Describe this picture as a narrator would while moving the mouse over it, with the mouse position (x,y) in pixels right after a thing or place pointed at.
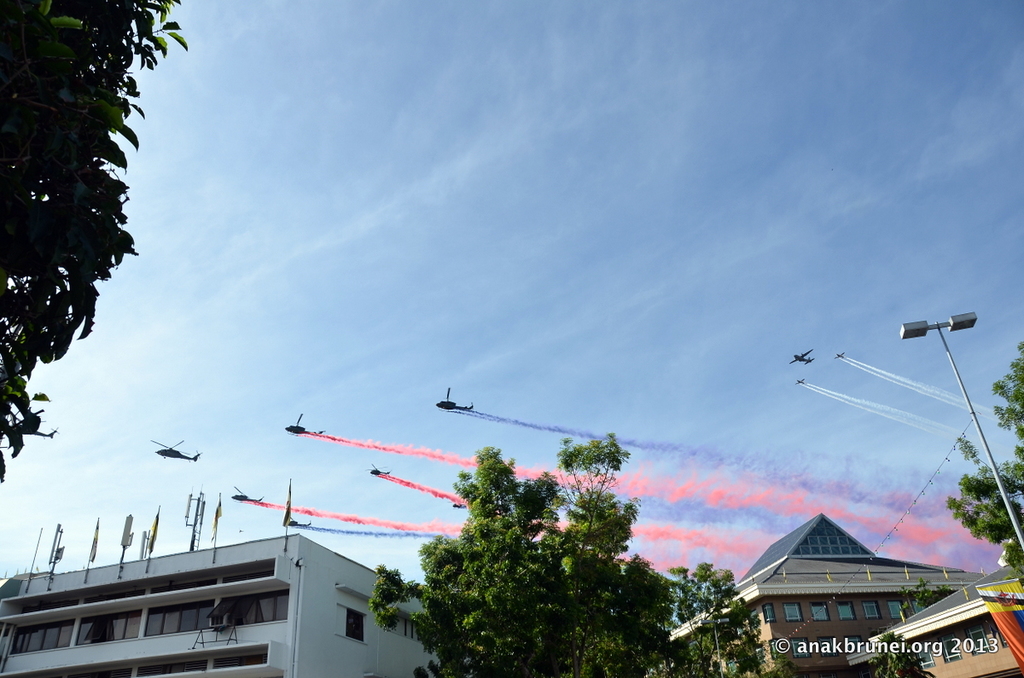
At the bottom (765,624) there are buildings (375,649), poles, trees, windows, banner (1017,655) on the right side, poles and flags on the building (400,622) on the left side (194,627). In the background (163,546) there are helicopters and aeroplanes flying in the sky (318,421). On the left (24,159) there is a tree (28,148) and we can see smoke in different colors in the sky (252,221) and there are clouds (441,183) in the sky (651,291).
